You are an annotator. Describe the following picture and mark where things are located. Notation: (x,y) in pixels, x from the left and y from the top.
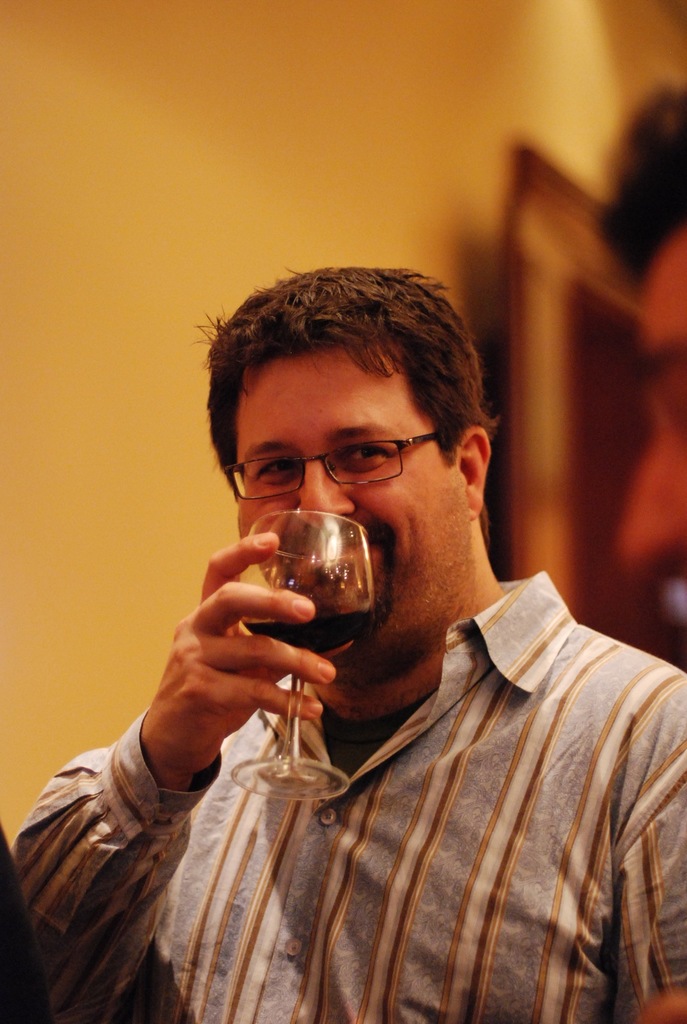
In this picture we can see man (265,867) wore spectacle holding glass (269,576) in his hand (234,598) with drink (303,628) in it and smiling.
